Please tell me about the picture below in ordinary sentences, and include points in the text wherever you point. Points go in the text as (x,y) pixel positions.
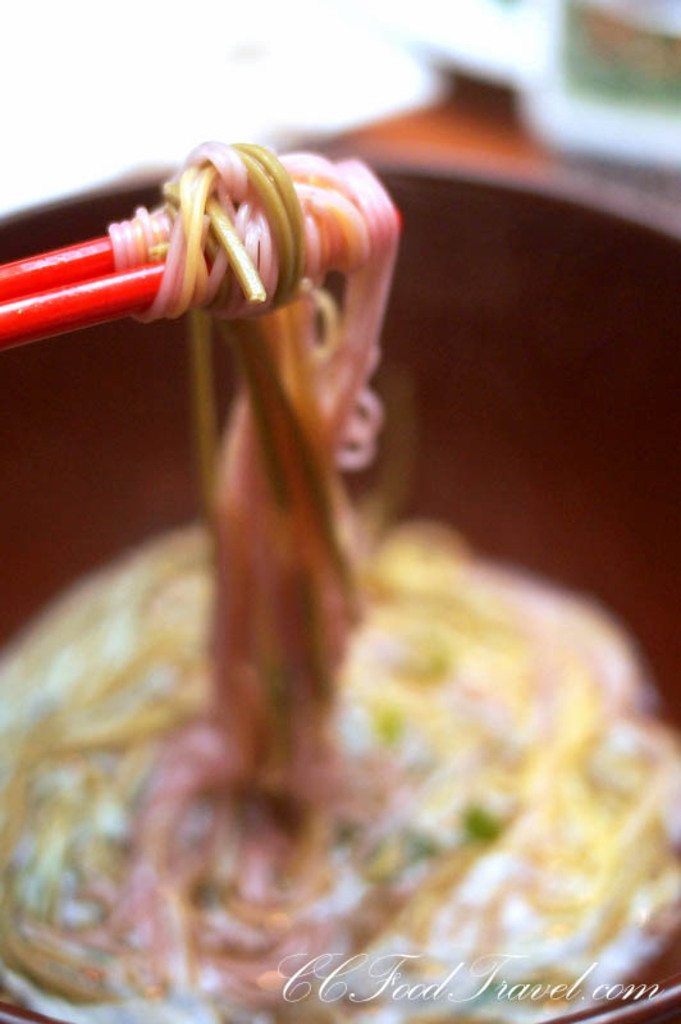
In this image we can see chopsticks (21,274) with noodles (245,228). In the background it is blur. And we can see bowl (554,335) with noodles (400,723). Also there is text (482,971) in the right bottom corner (455,971).
